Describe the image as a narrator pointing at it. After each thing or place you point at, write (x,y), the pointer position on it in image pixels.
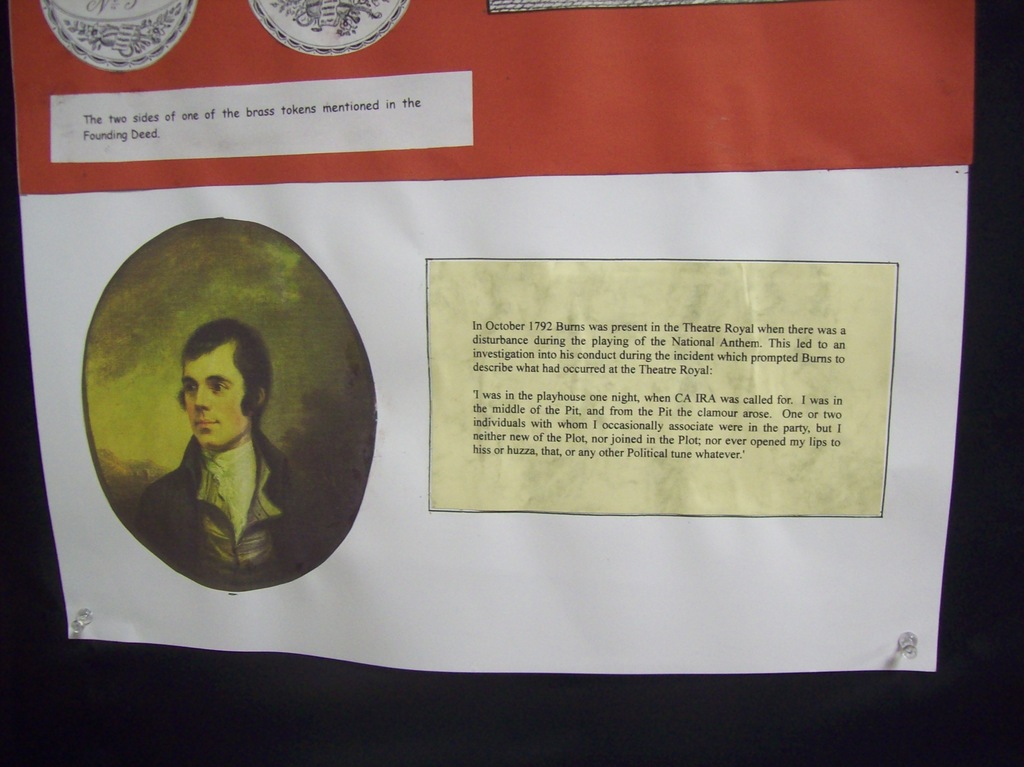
In this image I can see a red and white colour thing (602,213) and on it I can see depiction of a man (213,356) and I can also see something is written at few places. I can also see few thumb pins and black colour in the background (44,754).
